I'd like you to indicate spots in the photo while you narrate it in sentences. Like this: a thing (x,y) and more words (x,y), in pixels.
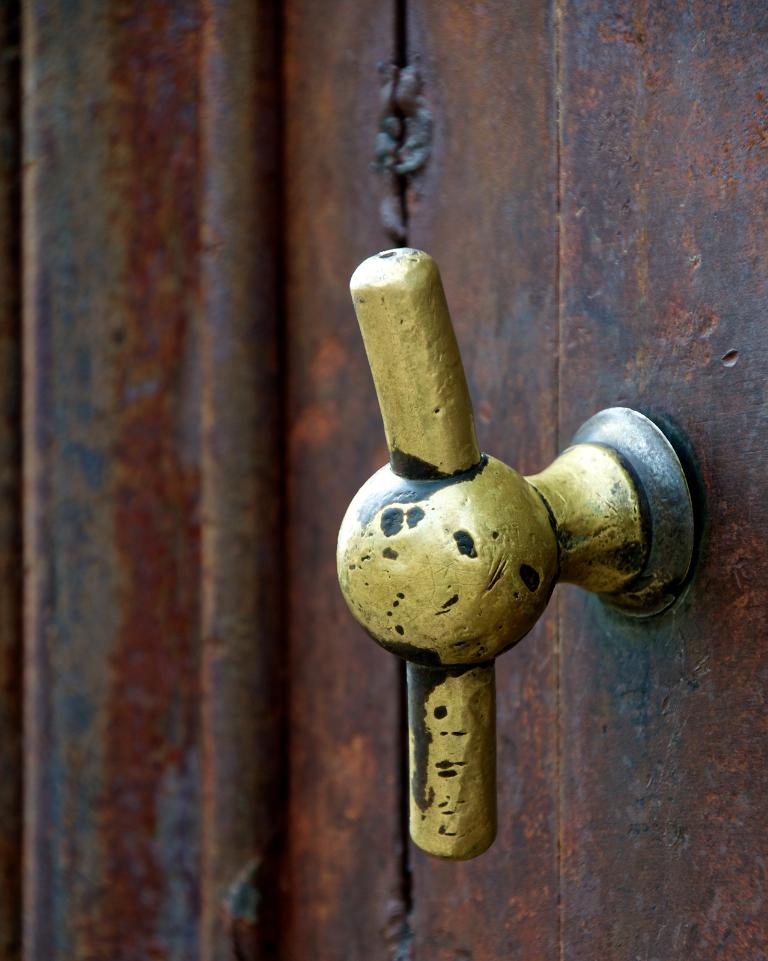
In this picture we can see a metal object (275,119), door handle (439,392) and a pipe (214,568).
